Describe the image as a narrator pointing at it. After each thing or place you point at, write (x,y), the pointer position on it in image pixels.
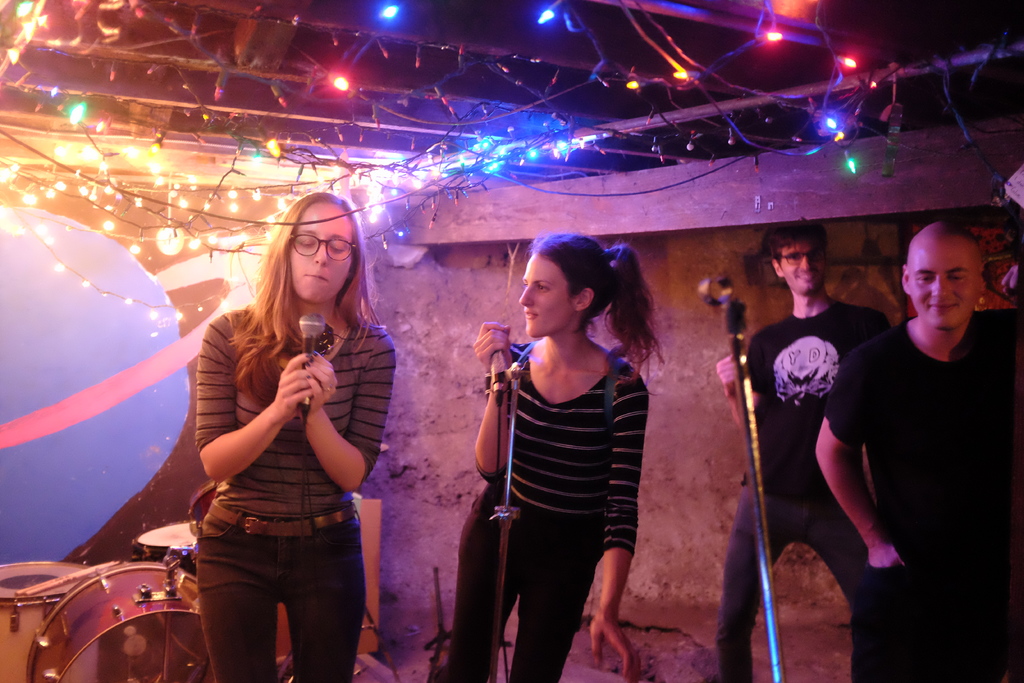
In this image we can see some group of persons (584,372) standing and some are holding microphones (306,349) in their hands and at the background of the image (190,579) we can see drums (93,579) and some musical instruments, lights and wall (565,217).
